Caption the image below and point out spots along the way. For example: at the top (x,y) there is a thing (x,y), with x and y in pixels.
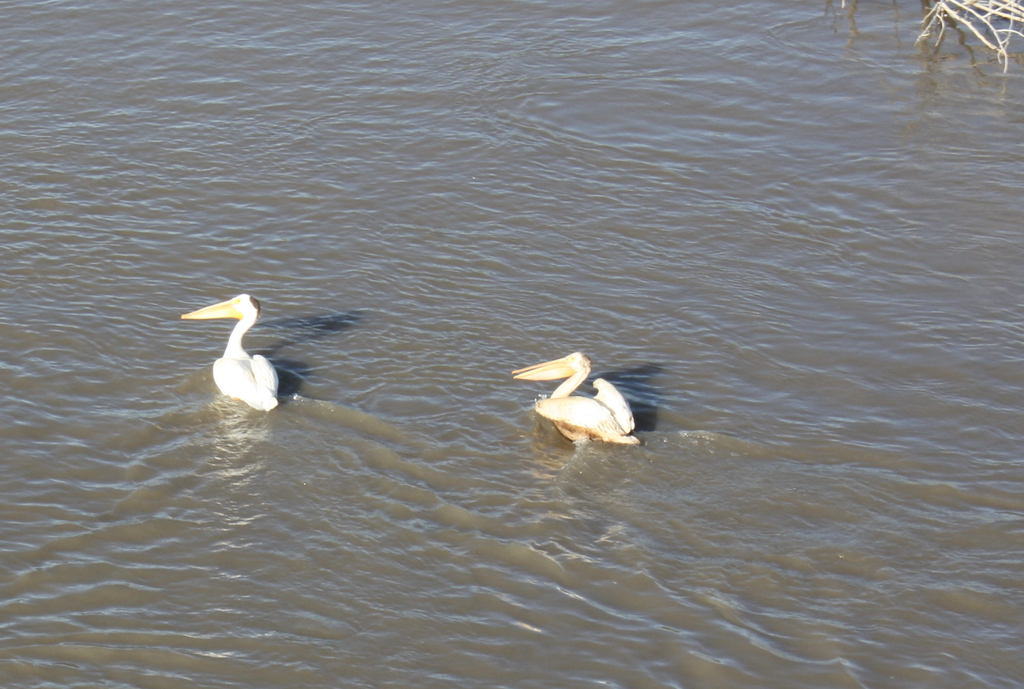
Here we can see two birds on the water (757,160) and on the right (989,20) at the top corner (942,33) we can see wooden sticks (943,4).
